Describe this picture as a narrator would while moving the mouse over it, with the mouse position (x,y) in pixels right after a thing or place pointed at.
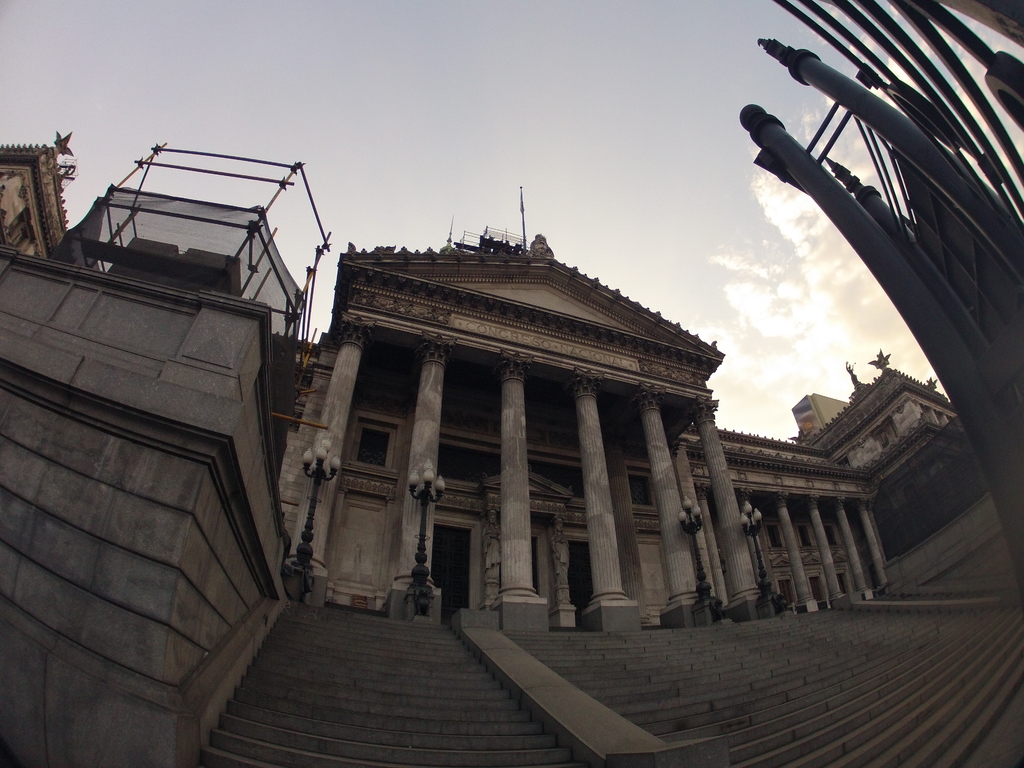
In this image I can see stairs (695,674) in the centre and in the background (577,496) I can see few buildings (344,486), few poles (318,487), number of lights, clouds (767,411) and the sky (336,184). I can also see few more poles (979,420) on the right side of this image (897,230).
